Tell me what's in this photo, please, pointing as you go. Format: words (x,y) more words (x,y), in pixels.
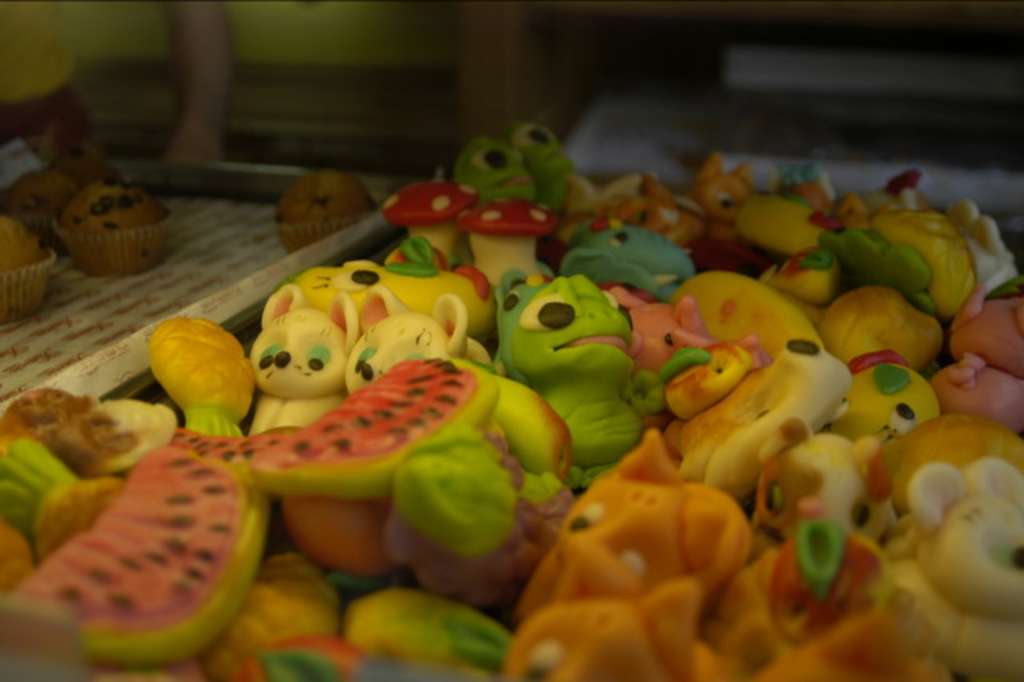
In the image it seems like there are some food items (552,500) in the shape of cartoons (539,302) and other objects (191,334) and on the left side (74,254) there are cupcakes (120,207).
